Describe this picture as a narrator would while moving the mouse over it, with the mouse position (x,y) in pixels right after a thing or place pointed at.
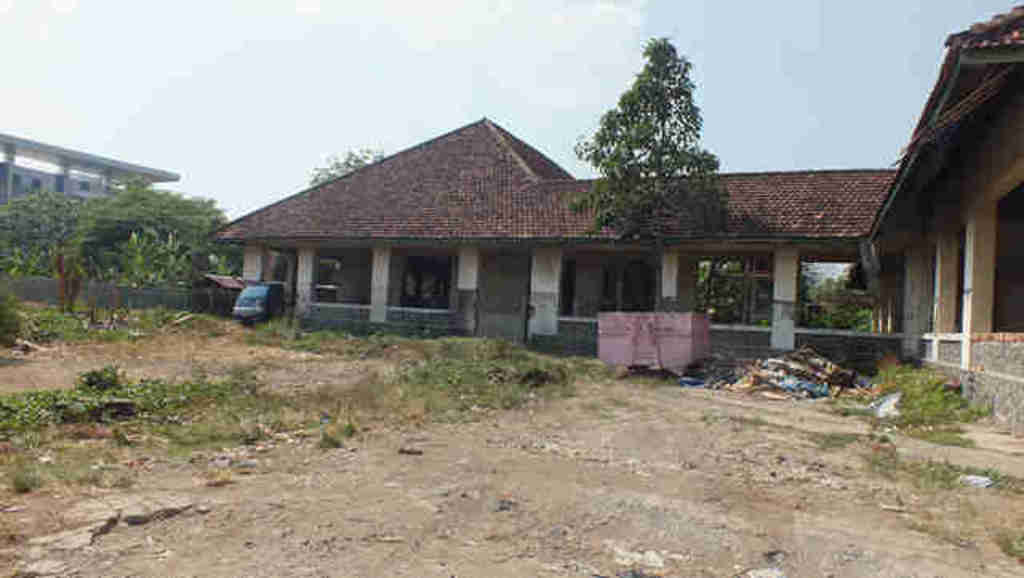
In this image there are plants (952,401), grass (404,338), buildings (415,188), trees (687,116), sky (75,71).
